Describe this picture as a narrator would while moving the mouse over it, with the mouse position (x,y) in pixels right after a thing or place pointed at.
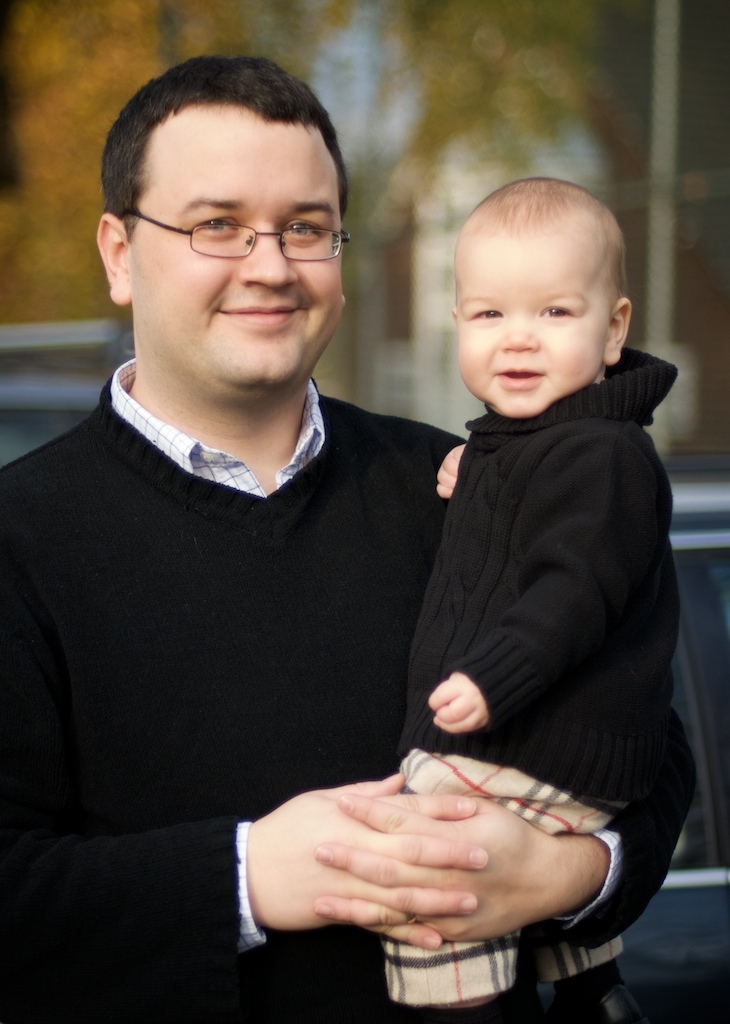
In the picture we can see a man (302,893) standing and holding a baby (476,465), they are smiling and in the black dresses (144,882) and behind them we can see trees (24,21) which are not clearly visible.
